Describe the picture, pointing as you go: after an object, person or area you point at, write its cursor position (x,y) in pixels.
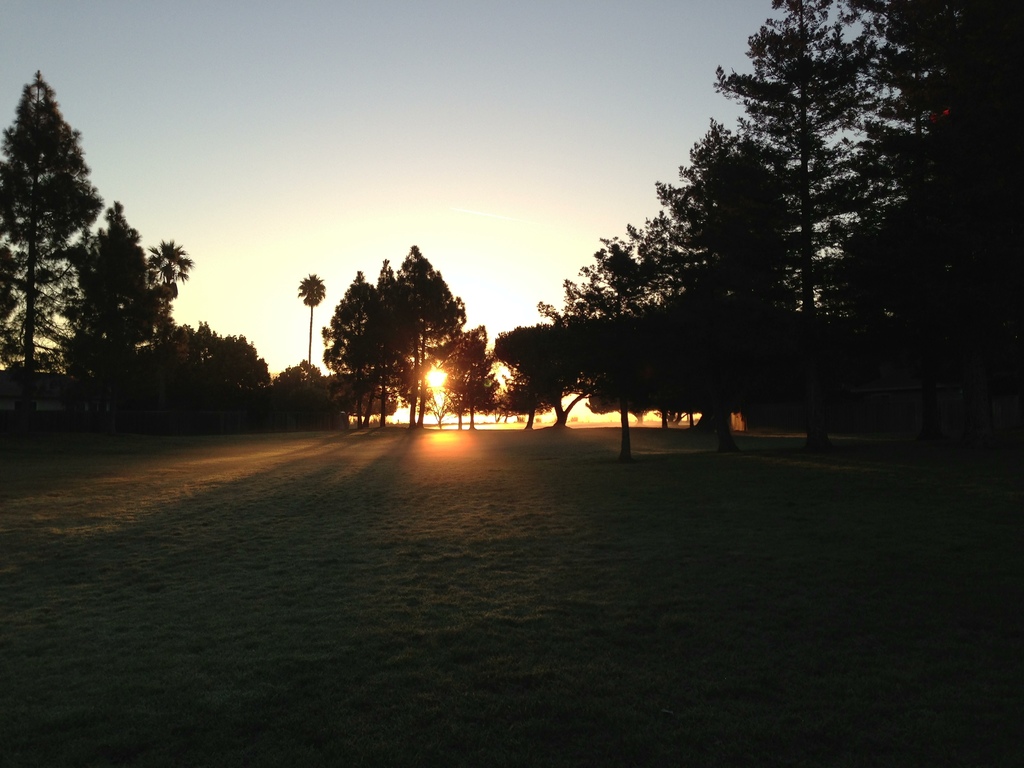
This image is taken during the sunset time. In this image we can see the trees (467,350), and, sky (416,213) and also the sun (436,377).
